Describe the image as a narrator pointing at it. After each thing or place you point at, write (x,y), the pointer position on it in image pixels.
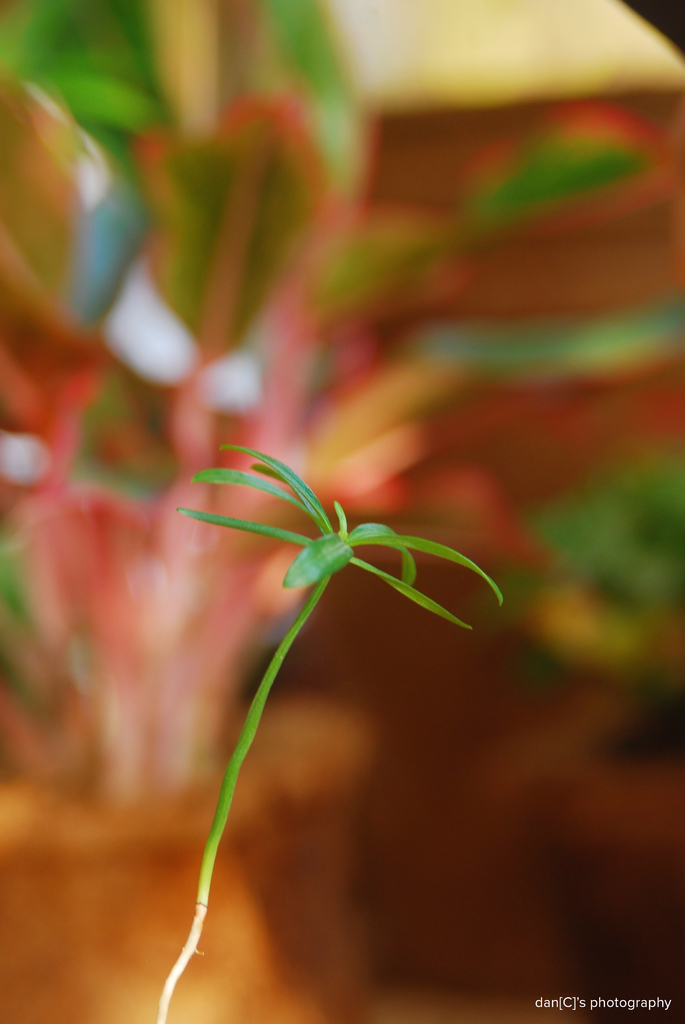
In this image we can see a plant (164,1003). The background of the image (622,194) is blur. On the image there is a watermark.
